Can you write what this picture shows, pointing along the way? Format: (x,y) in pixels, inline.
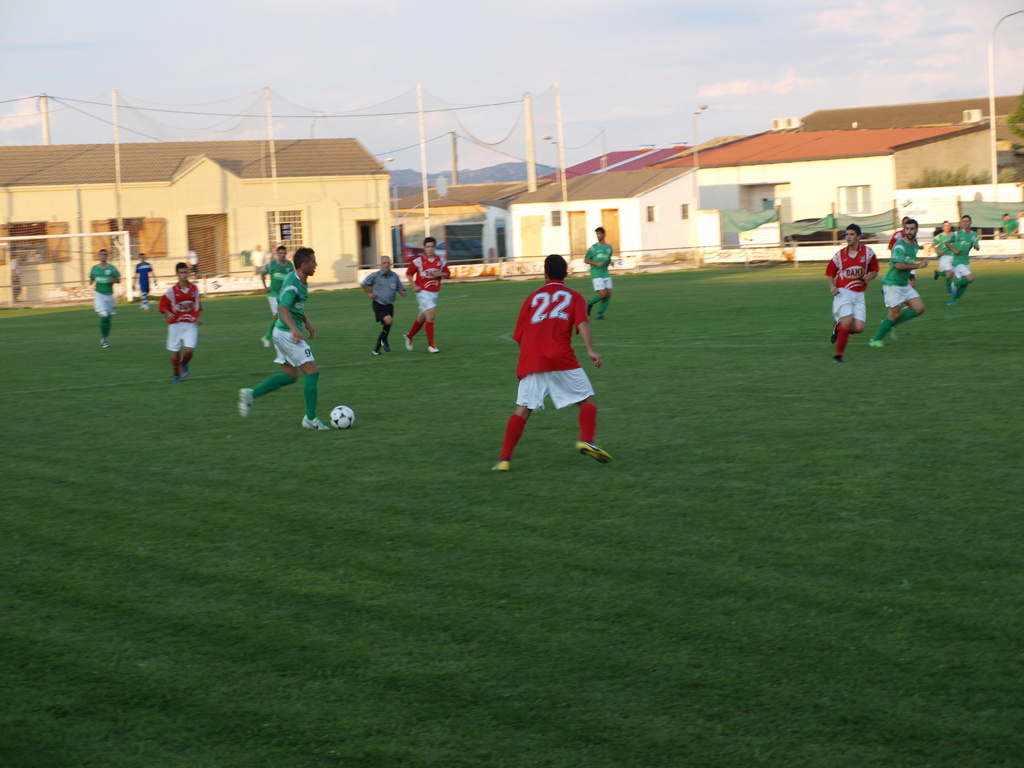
This is a playing ground (342,613). At the bottom of the image (271,667) I can see the grass (502,682). Here I can see few men (519,354) are wearing t-shirts (562,351), shorts (552,382), shoes (505,468) and playing the football (348,419). In the background (393,226) there are some buildings (190,199) and poles (426,209). On the top of the image (427,39) I can see the sky (472,44).
